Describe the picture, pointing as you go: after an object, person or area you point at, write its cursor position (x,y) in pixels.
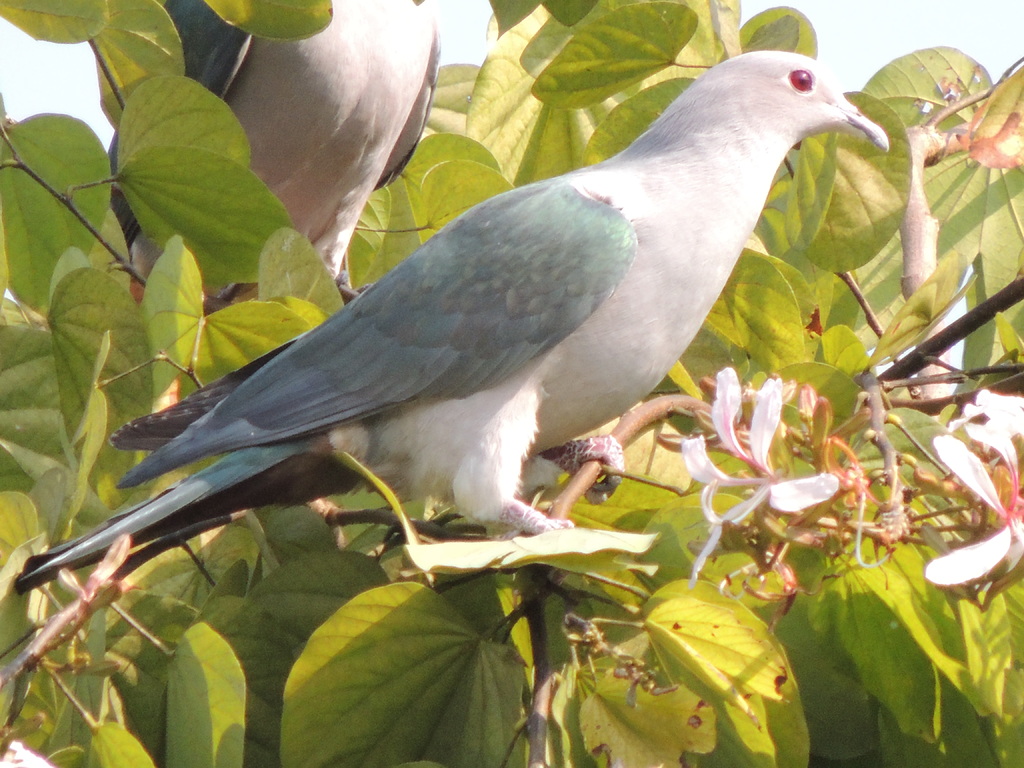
In this picture I can see there are two white pigeons (548,381) and it has grey wings (411,355), red eye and white beak (863,128) and it is sitting on the stem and there are leafs (890,125) and the sky (1001,5) is clear.
